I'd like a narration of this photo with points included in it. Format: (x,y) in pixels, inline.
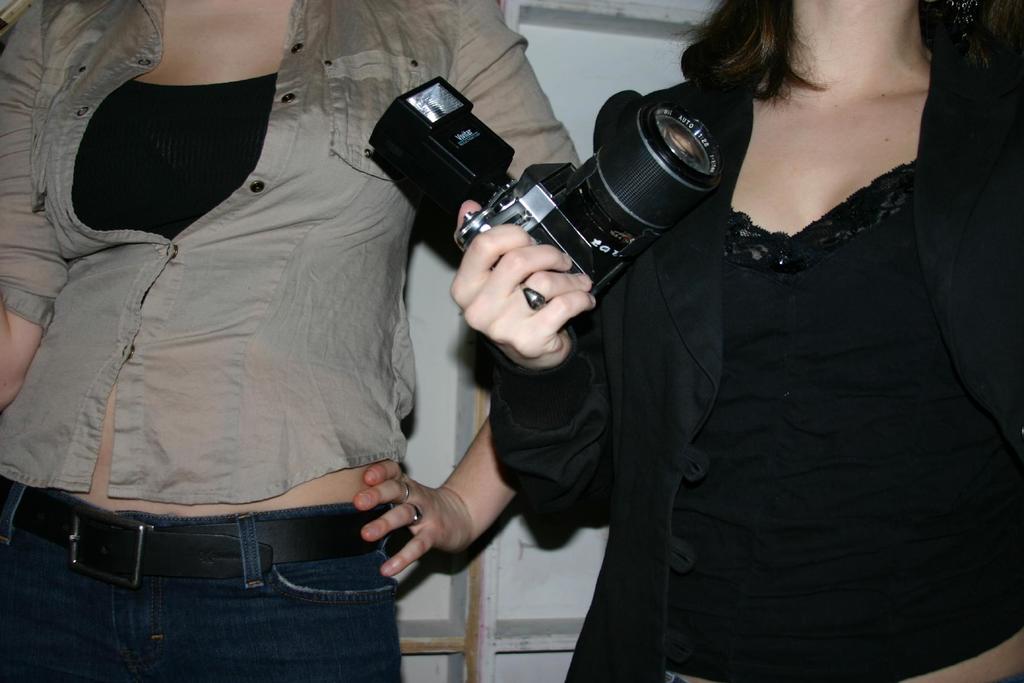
There is a room (427,303). The two persons (292,271) are standing in a room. On the right side (847,272) we have a woman (775,216). She is wearing a beautiful black top (711,210). She is holding a camera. She is wearing a hand ring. On the left side (144,204) we have another woman (239,265). She is wearing a belt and hand rings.
